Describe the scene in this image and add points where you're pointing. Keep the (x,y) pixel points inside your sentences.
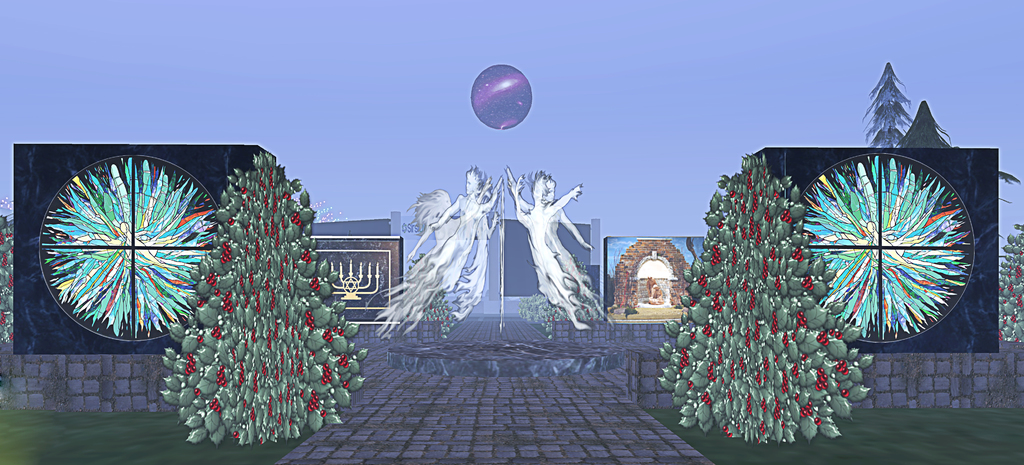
Here this picture is an animated image and in the middle of it we can see angels (478,211) flying in the air (465,178) and we can see plants (260,349) and trees (220,435) present here and there and on either side we can see some picture designs (665,253) present and we can see the ground (84,457) is covered with grass (723,451) over there and in the middle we can see moon (516,115) present in the sky (454,87).
